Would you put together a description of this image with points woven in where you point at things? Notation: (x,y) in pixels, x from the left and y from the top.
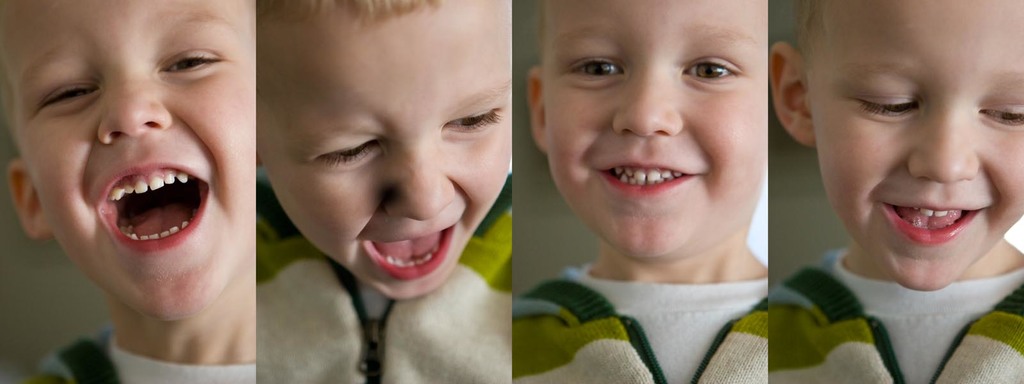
In the image there is a collage of the same boy (752,161) with different expressions.
